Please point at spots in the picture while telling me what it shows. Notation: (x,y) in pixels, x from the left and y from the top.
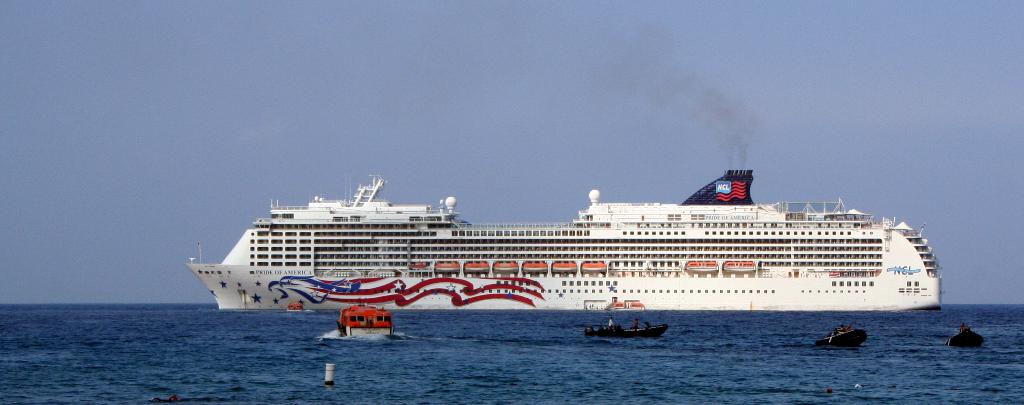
At the bottom of the image (694,335) there is water (401,325). On the water (236,310) there are boats (356,318). There is a ship (493,288) with railings (401,237), windows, poles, rods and also there are chimneys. There are few designs (384,284) on the ship (335,272). And also there is something written on it. At the top of the image (526,62) there is sky (189,86).
